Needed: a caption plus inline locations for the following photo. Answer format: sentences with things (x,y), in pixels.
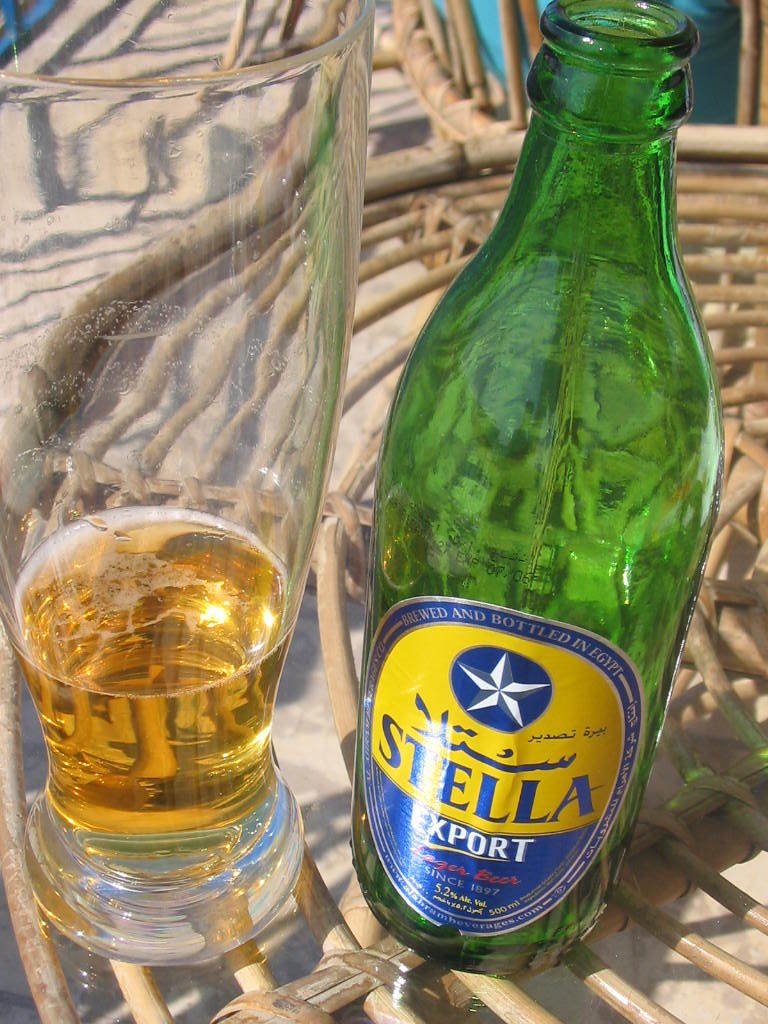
At the bottom of the image (658,899) there is a table (640,893). There is a bottle (512,778) and a glass (288,531) placed on the table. The glass (224,864) is partly filled with beer (119,691). In the background (407,65) there is a chair (401,55).
